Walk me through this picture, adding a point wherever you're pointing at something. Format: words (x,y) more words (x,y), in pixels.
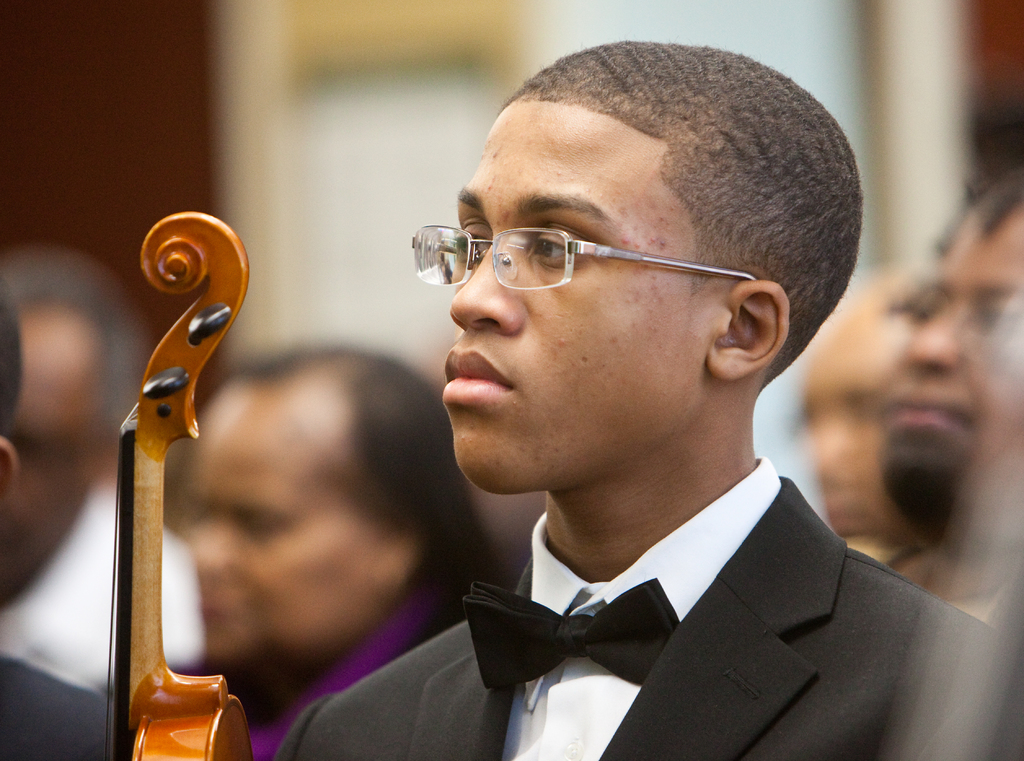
In this picture there is a boy (573,383) wearing a spectacles (560,276), holding a musical instrument (191,734) in his hands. In the background (331,545) there are some people (860,447). We can observe a wall (134,124) here.
